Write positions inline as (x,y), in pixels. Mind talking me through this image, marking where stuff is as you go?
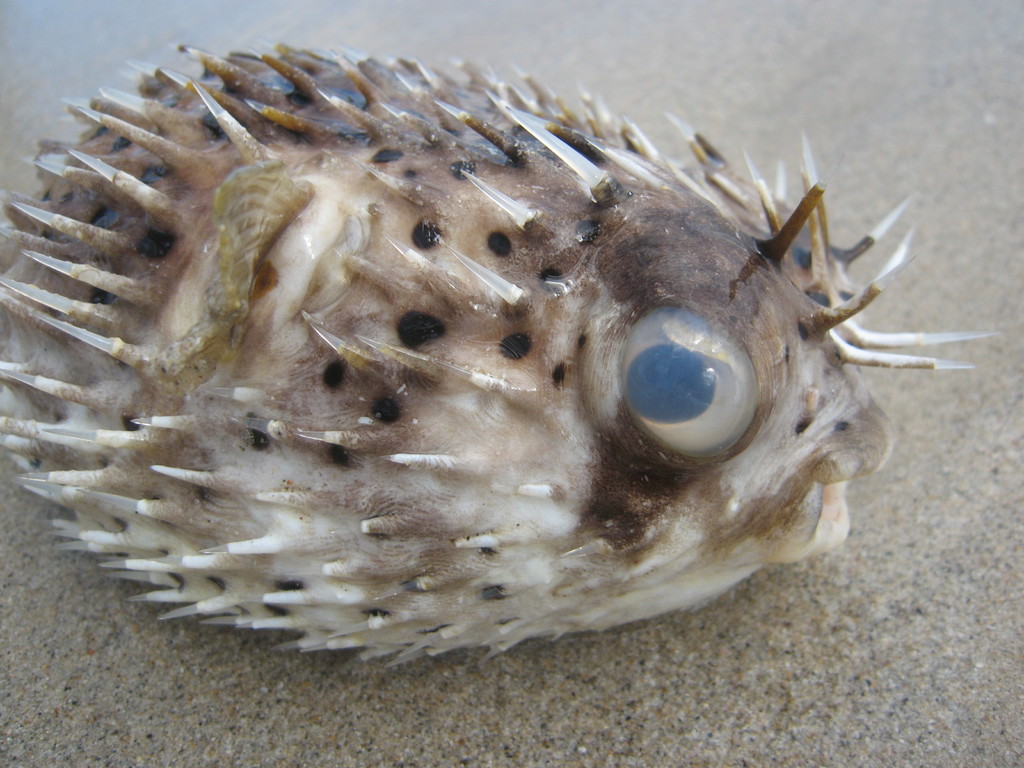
In this image there is a puffer fish (368,219) on the floor (747,647).
